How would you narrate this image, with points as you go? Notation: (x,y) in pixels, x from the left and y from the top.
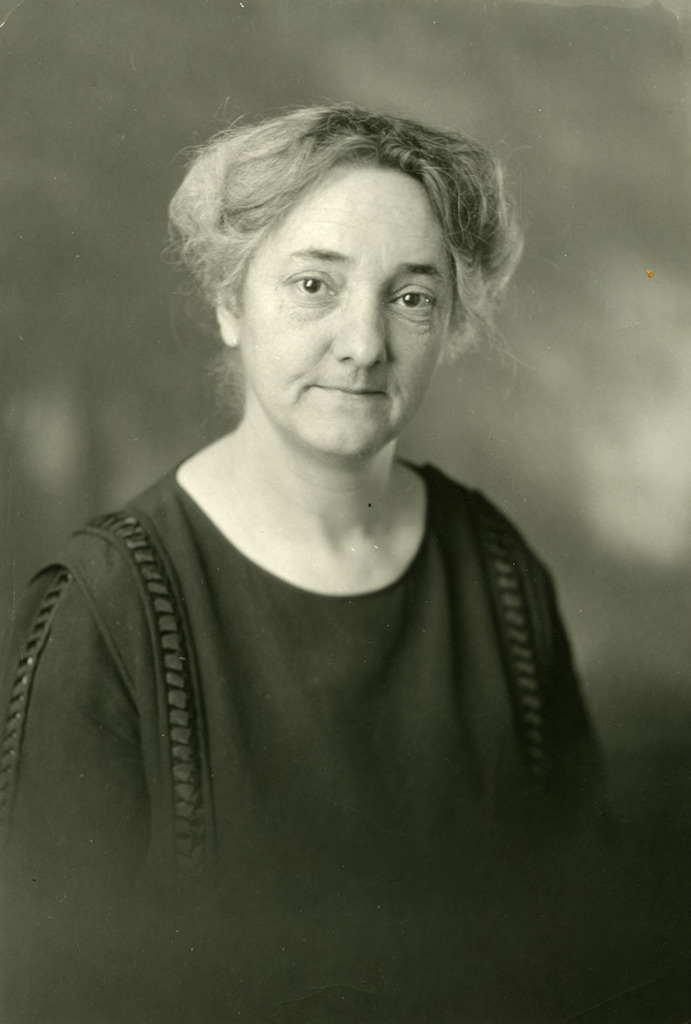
There is a woman (271,446) in the center of the image (390,507).
